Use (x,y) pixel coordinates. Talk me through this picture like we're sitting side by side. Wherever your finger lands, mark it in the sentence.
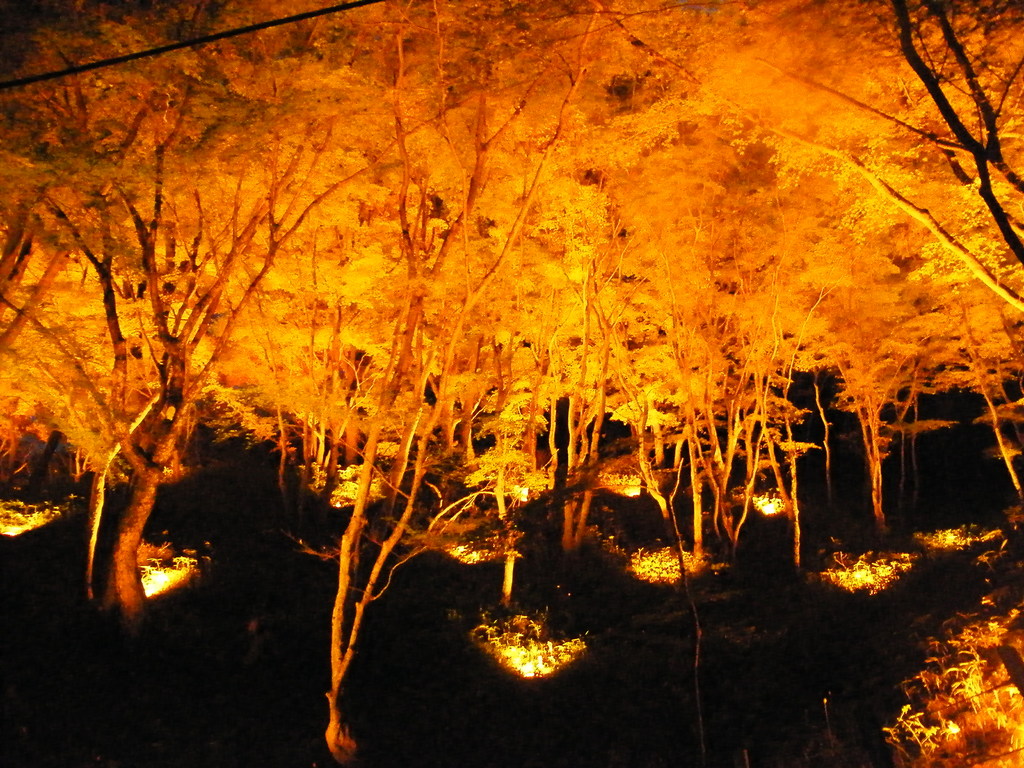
Here we can see trees (754,378) and lights (834,578).
